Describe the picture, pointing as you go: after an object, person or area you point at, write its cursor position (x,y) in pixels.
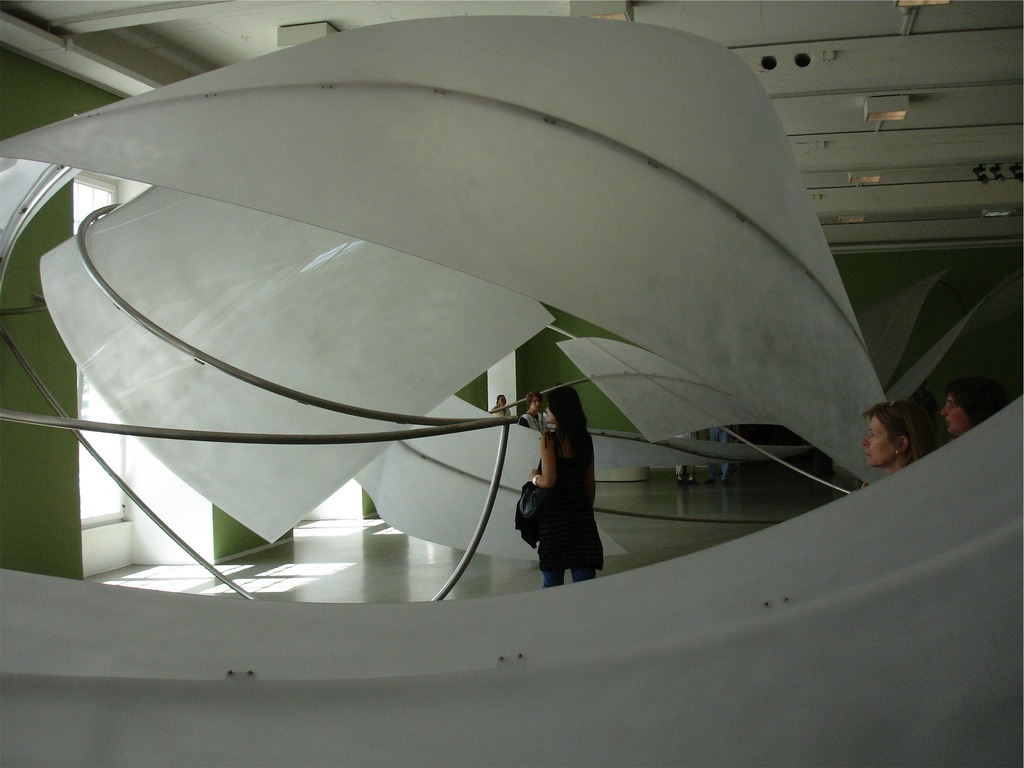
In this picture we can see a dome structure (206,342) with thin white color sheets (239,349), here we can see people (680,473) on the floor (680,524) and in the background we can see a roof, lights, wall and some objects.
